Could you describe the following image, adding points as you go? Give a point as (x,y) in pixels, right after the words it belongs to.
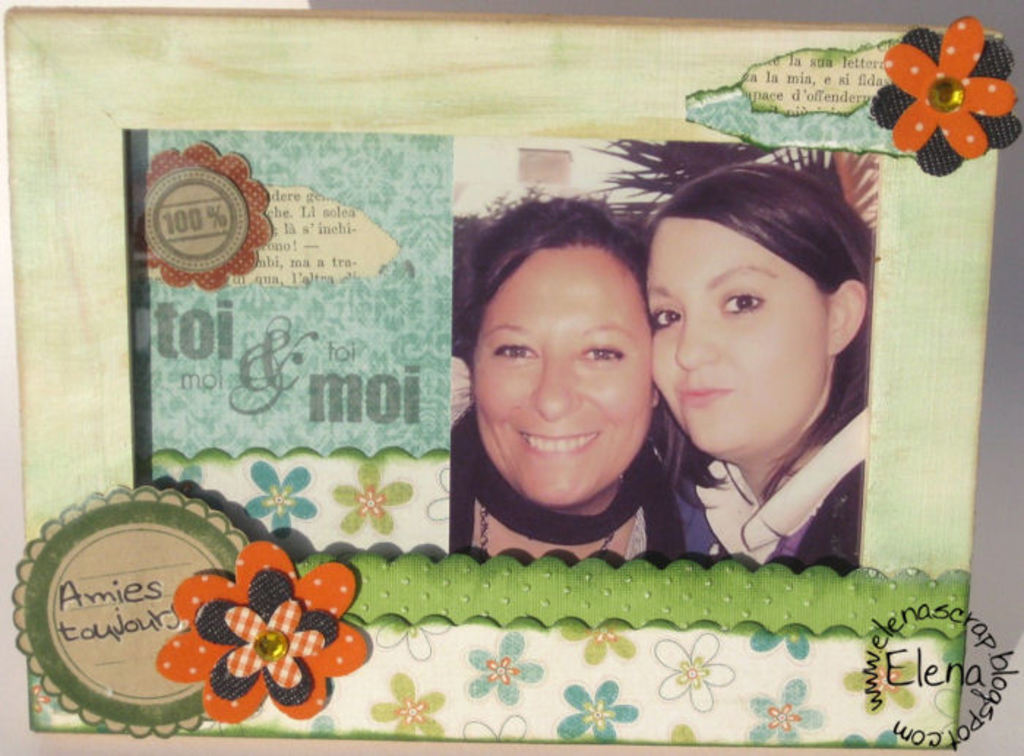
In this image I can see poster (399,614), in the poster (384,614) I can see two woman images (632,355) and text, symbol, flower image (251,675) visible.
